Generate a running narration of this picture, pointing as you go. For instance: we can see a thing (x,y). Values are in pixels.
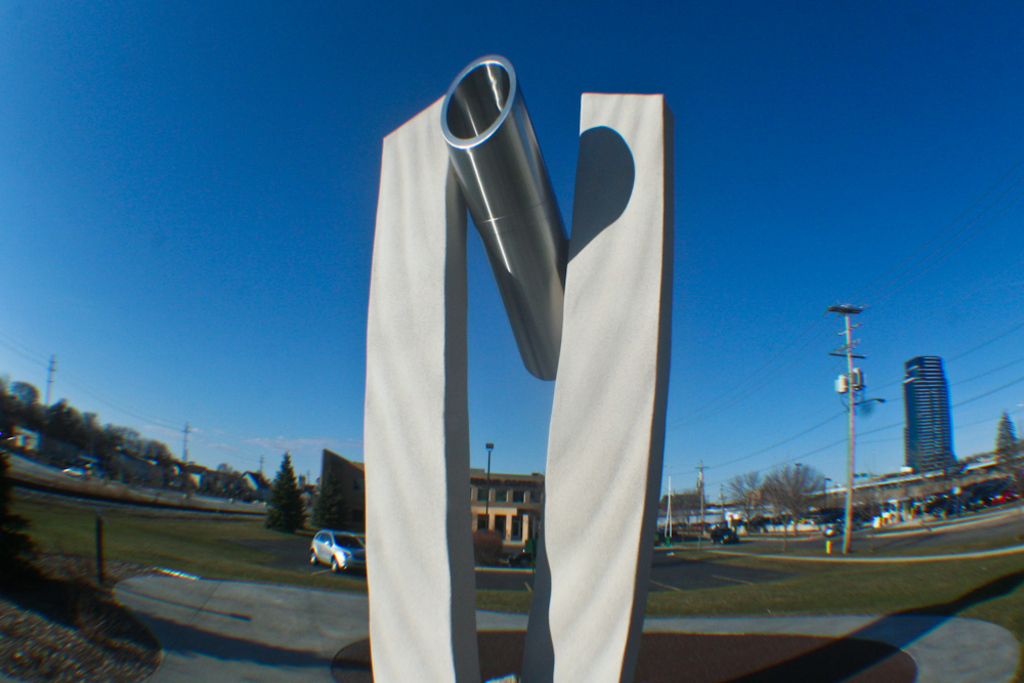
In the image we can see there are buildings (922,367), electric poles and electric wires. We can even see there are vehicles (323,548) on the road (291,555). Here we can see grass (188,553), trees (69,455) and the sky (264,78), and here it looks like an arch (565,497).
